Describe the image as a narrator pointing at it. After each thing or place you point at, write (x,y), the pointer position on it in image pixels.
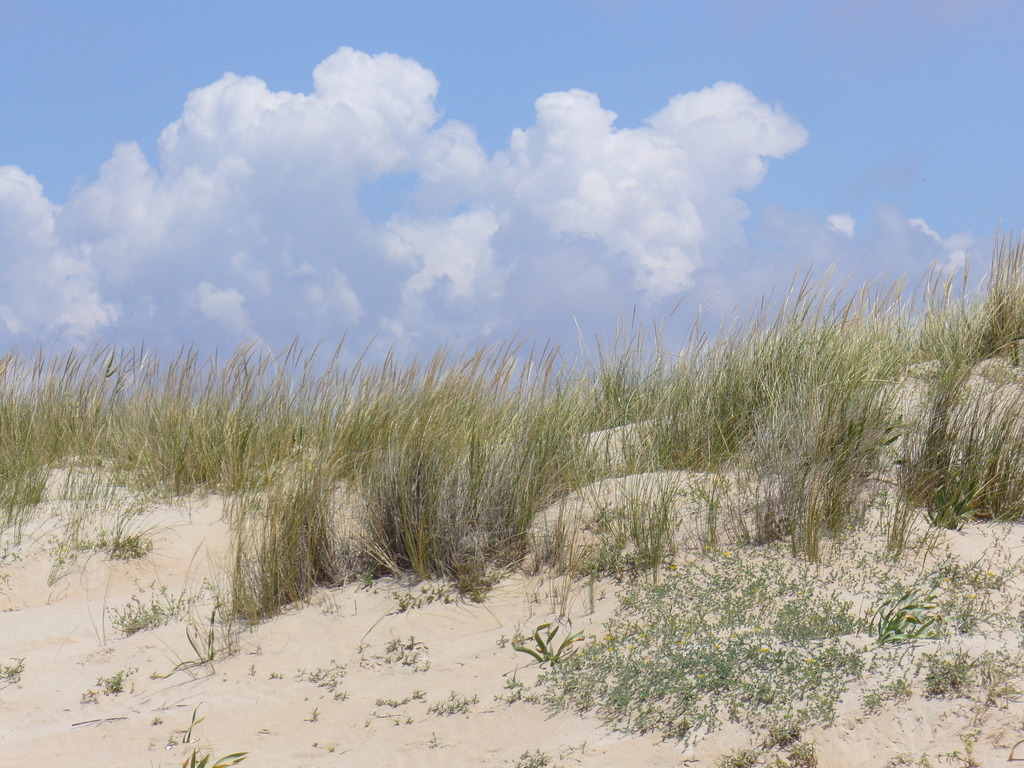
In the image in the center (456,343), we can see the sky (655,97), clouds (406,91) and grass (279,489).
